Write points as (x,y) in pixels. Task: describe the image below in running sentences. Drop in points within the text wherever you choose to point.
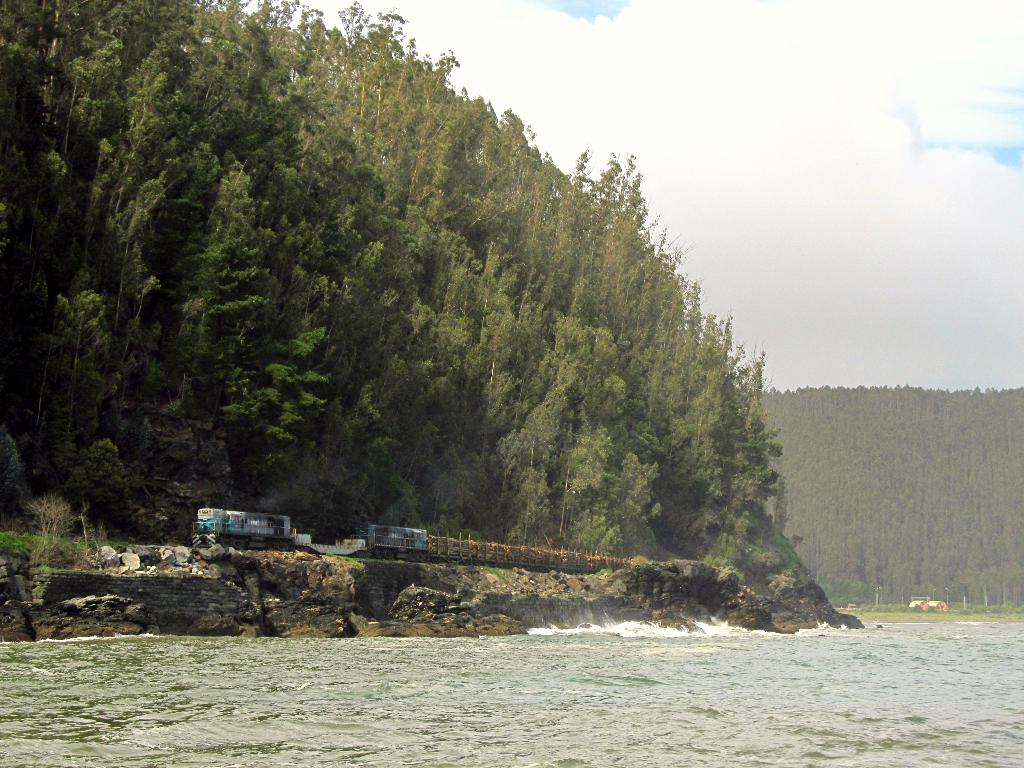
In this picture I can see there is a river (525,713) on to right (724,703) and there is a train (217,529) moving here at left (257,535), there is a mountain (300,208) at left (280,380) and in the backdrop (464,330), it is covered with full of trees (966,509) and there are two buildings (938,605) here at right (911,605) and the sky (848,149) is cloudy.
